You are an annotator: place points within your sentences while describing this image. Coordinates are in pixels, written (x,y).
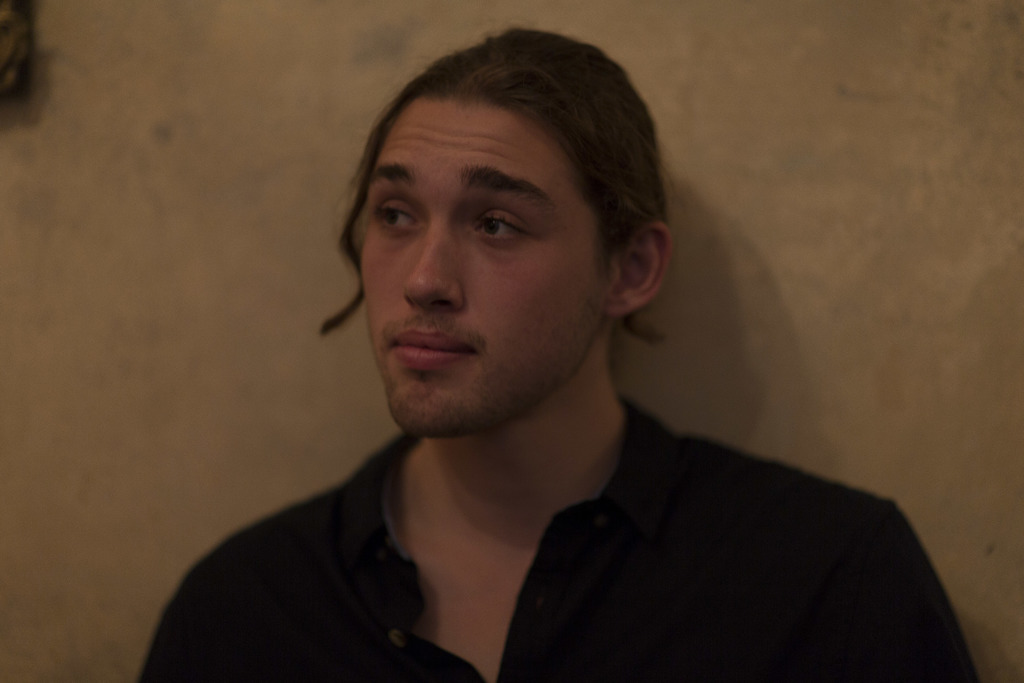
In this picture we can see a man (703,471) wore black color shirt (648,547), he is not smiling and he is leaning to the wall (248,160).
